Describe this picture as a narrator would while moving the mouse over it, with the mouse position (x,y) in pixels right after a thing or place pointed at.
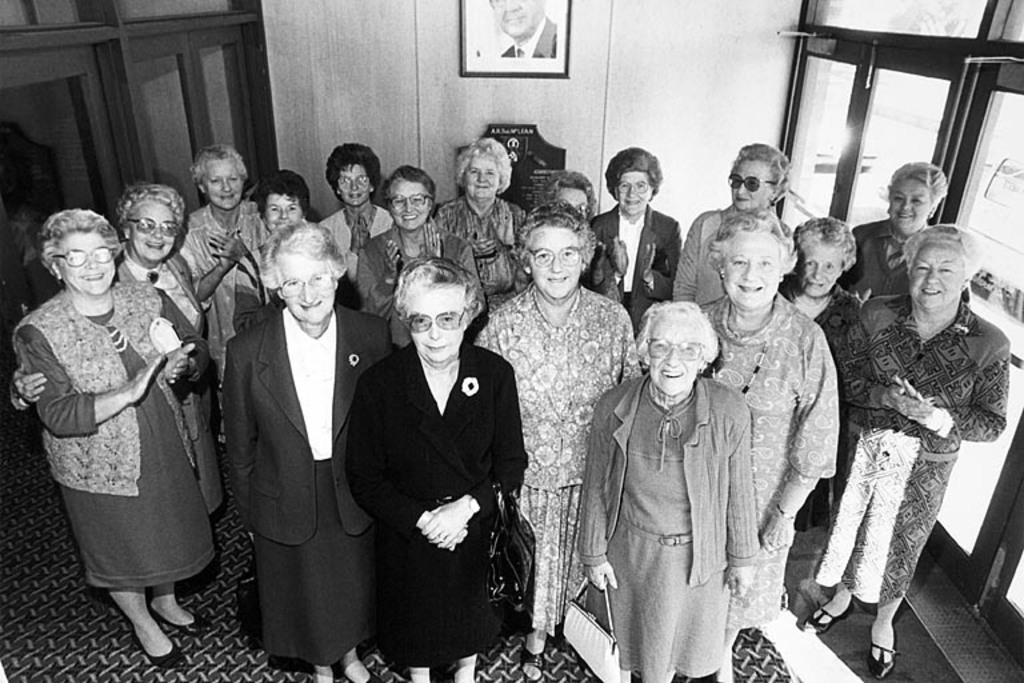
In this black and white picture there are women (409,236) standing. They are smiling. Behind them there is a wall (605,91). There is a picture frame (535,37) hanging on the wall (600,39). On the either sides of the image there are glass walls (817,104). At the bottom (62,630) there is a carpet (80,656) on the floor (143,671).
